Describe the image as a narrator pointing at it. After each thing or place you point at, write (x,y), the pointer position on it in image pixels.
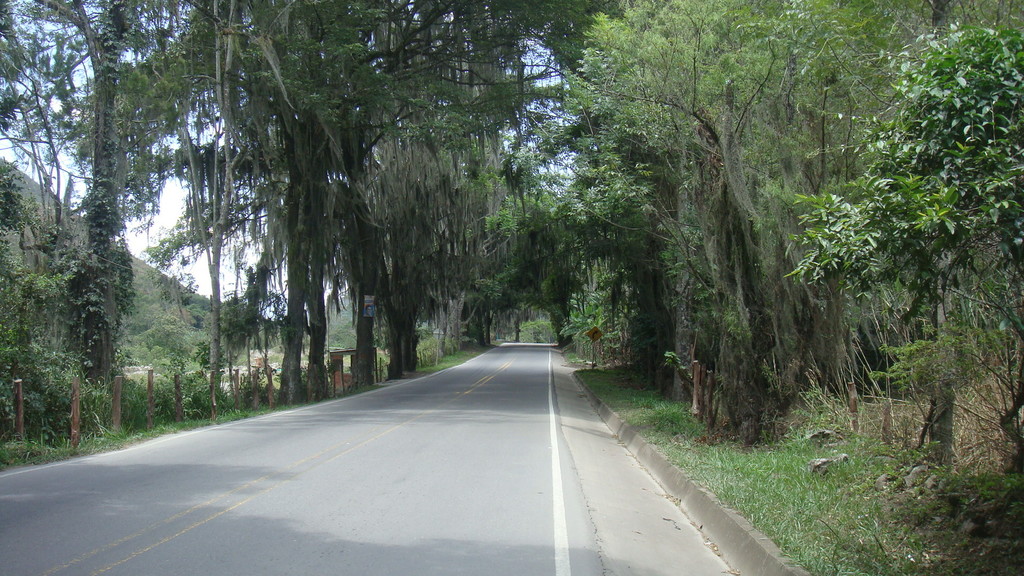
In the image we can see trees (460,249) and in between there is a road (451,459). Here we can see grass (834,498), stones (927,482), hill (151,306) and the white sky (141,234).
